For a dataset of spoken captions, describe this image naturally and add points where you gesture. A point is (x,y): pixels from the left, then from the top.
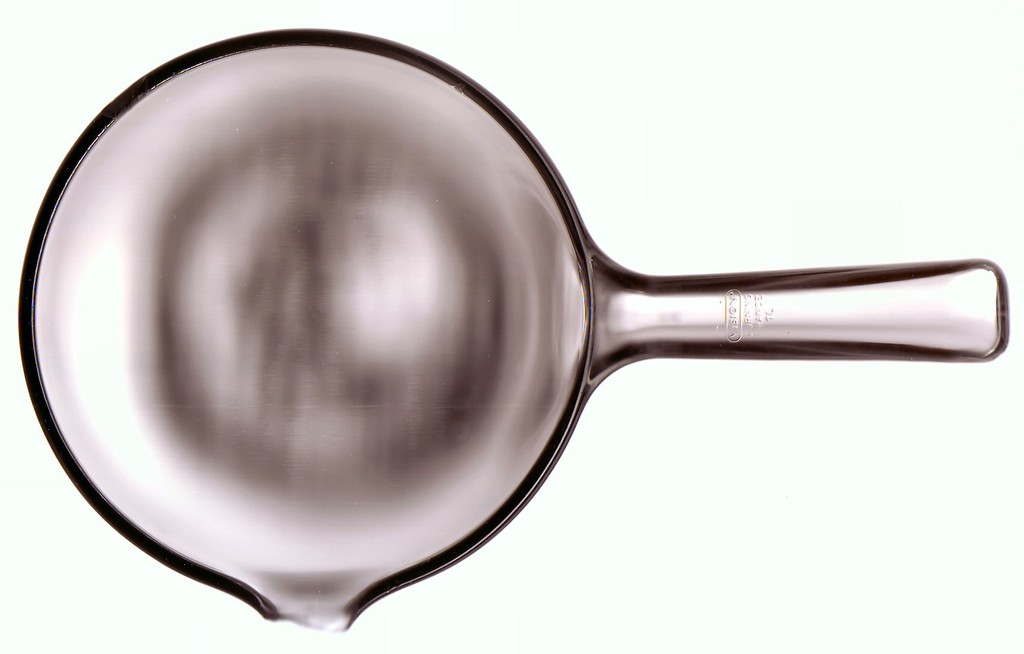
In the picture I can see a pan (479,326). The background of the image (9,111) is in white color.
